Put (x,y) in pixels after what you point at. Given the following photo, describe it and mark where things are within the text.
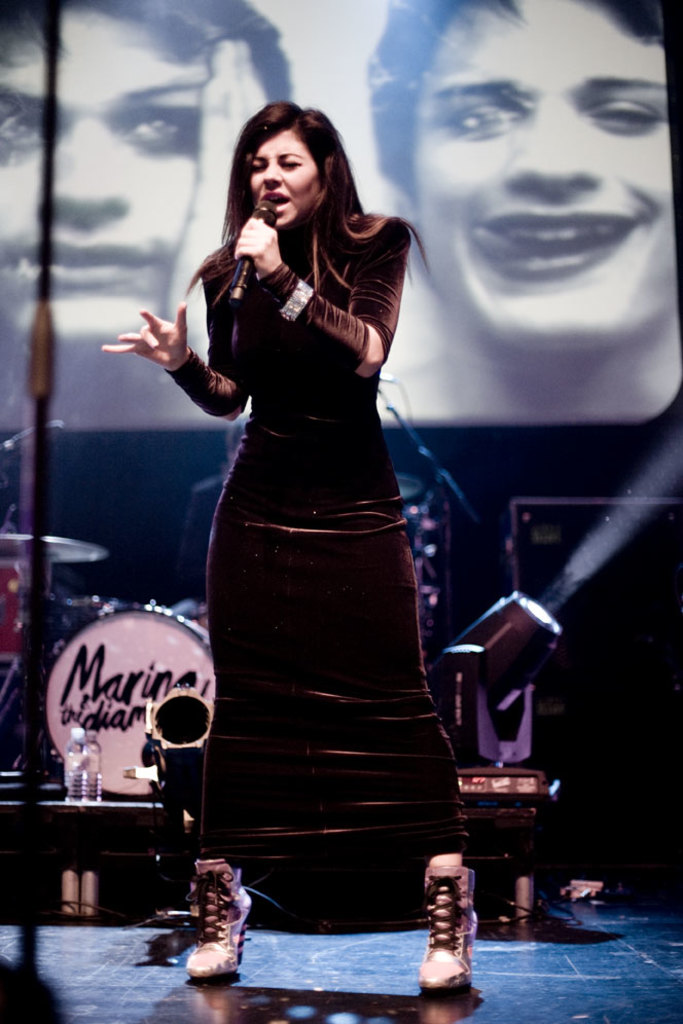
In this image we can see a woman (336,601) is standing. She is wearing a brown color dress (314,564), shoes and holding a mic (238,267) in her hand (247,247). In the background (84,366), we can see drums (154,680), lights (202,697), bottles (78,738) and a big screen (503,235). On the screen (539,67), we can see two people (587,185). There is a stand (41,517) on the left side of the image (32,555).
